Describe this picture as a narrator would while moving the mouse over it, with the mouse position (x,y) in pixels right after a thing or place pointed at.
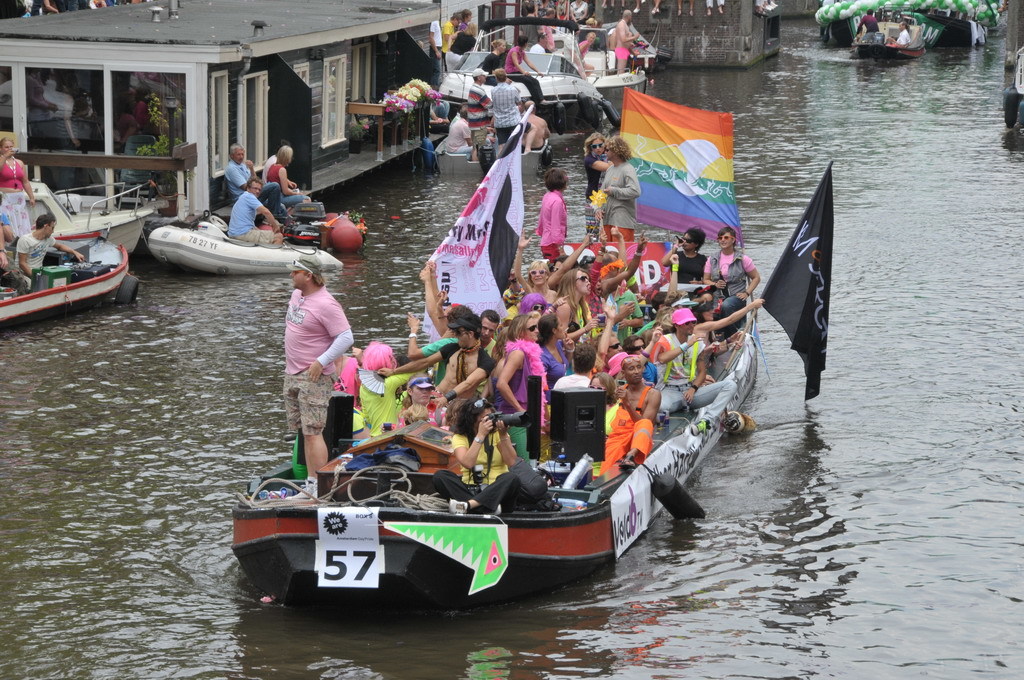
In this picture we can see boats (442,147) on the water (839,298) and on these boats (536,559) we can see a group of people (608,208), flags (803,270), ropes (326,501), some objects (335,518) and in the background (422,90) we can see balloons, walls (1020,0), flowers (406,103) and some objects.
